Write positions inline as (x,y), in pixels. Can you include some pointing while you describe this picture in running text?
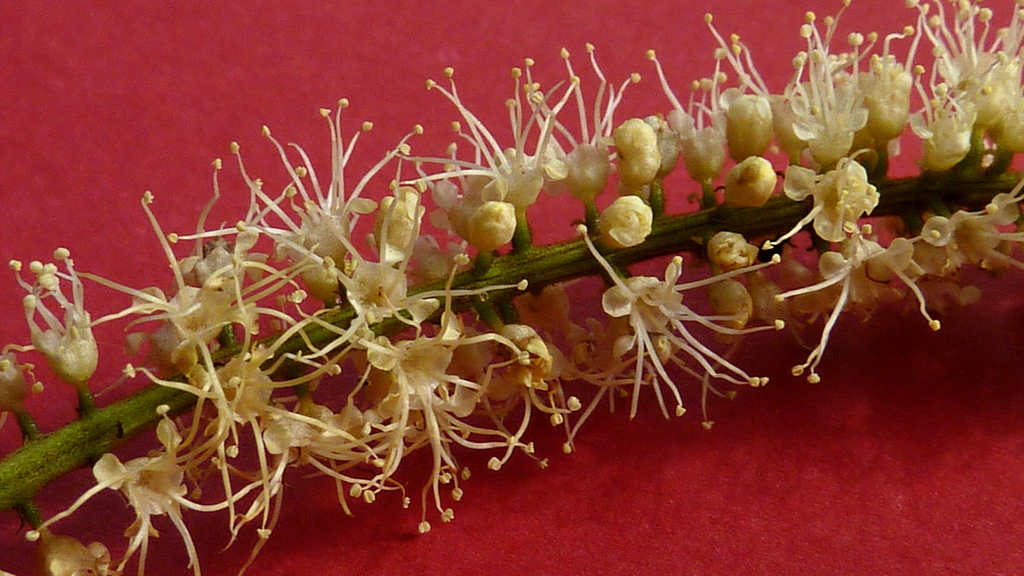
In the image we can see there are flowers (396,303) on the plant (97,419) and it is kept on the table (573,466).
